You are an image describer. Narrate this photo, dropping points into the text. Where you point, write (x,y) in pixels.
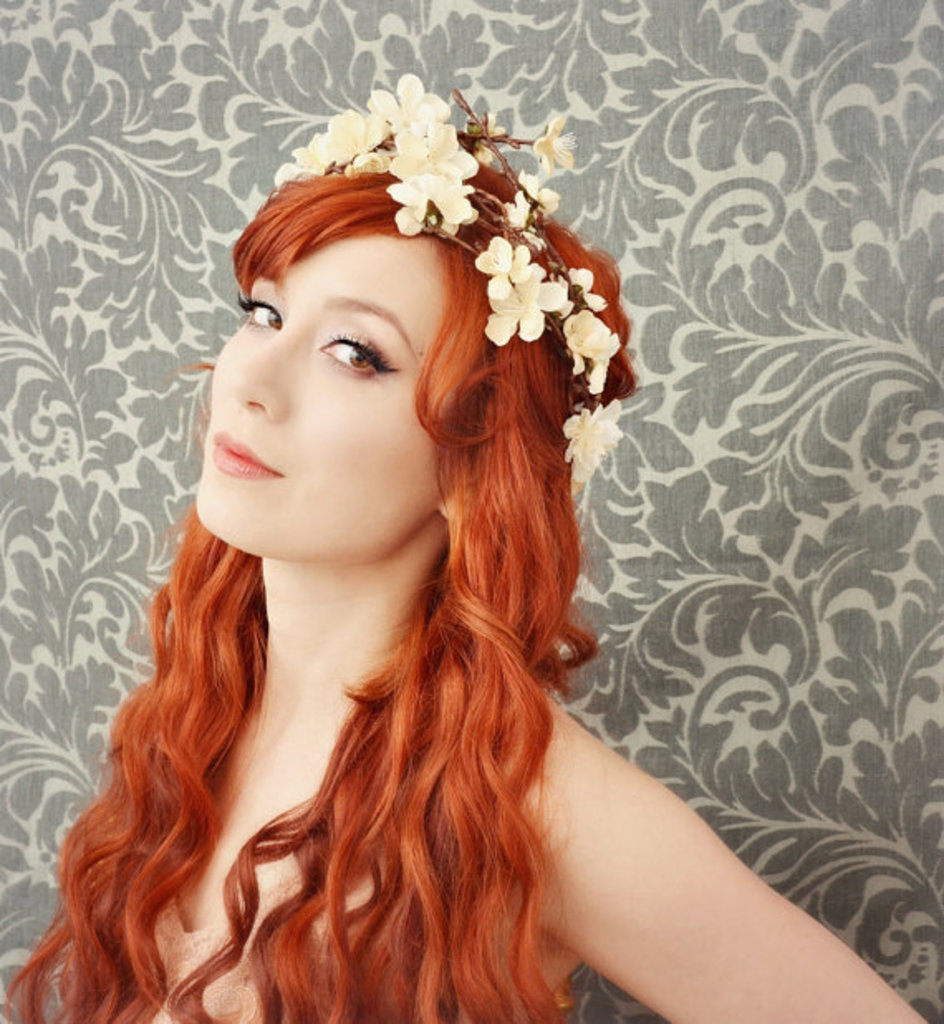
In this picture I can see there is a woman (317,479) standing and she is wearing a flowered crown (418,148) and in the backdrop (722,399) I can see there is a decorated wall (676,763).
